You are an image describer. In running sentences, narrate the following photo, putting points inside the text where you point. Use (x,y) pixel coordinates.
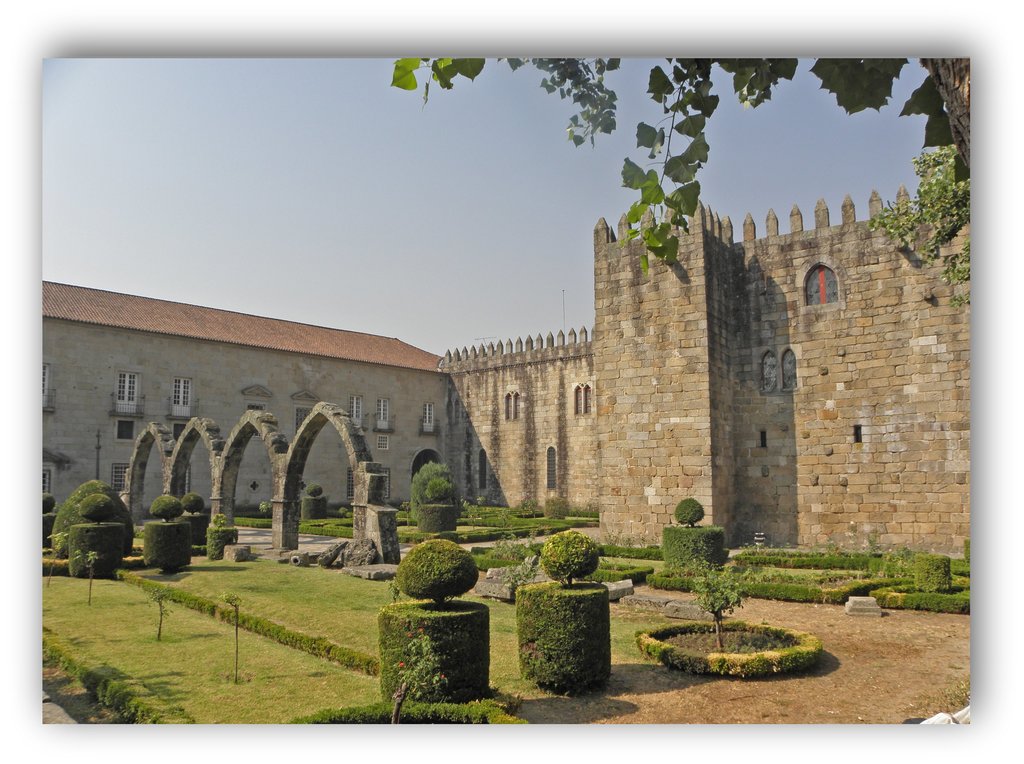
In this image we can see a building (234,414). In front of the building (266,383) we can see grass (230,583), plants (246,519) and the arch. Beside the building (200,442) we can see a wall (666,316). In the top right (955,83), we can see a tree (948,101). At the top (372,203) we can see the sky (317,227).
